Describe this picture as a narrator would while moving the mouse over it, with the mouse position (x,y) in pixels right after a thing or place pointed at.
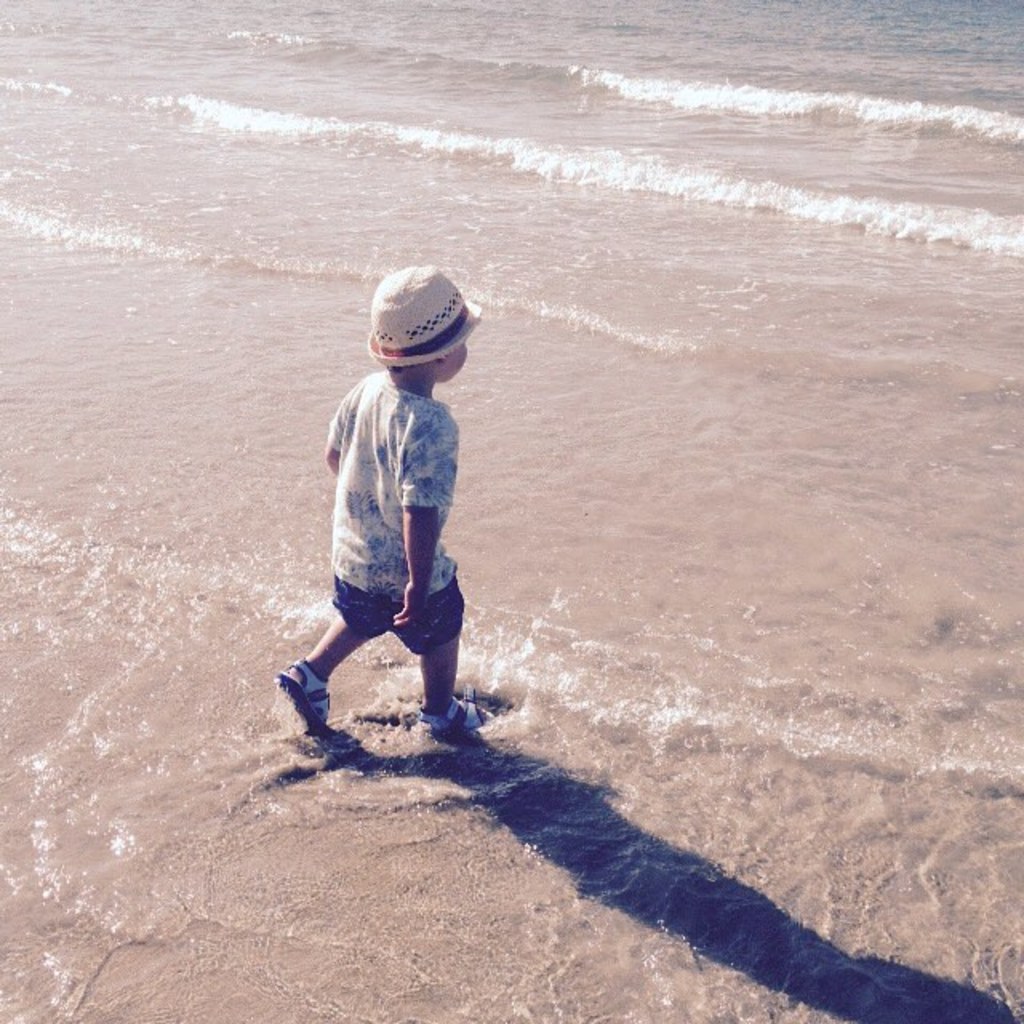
In this image there is a kid (371,587) running on the ground (579,499). There is the water (268,280) on the ground (732,708). It seems to be a beach (683,780).
